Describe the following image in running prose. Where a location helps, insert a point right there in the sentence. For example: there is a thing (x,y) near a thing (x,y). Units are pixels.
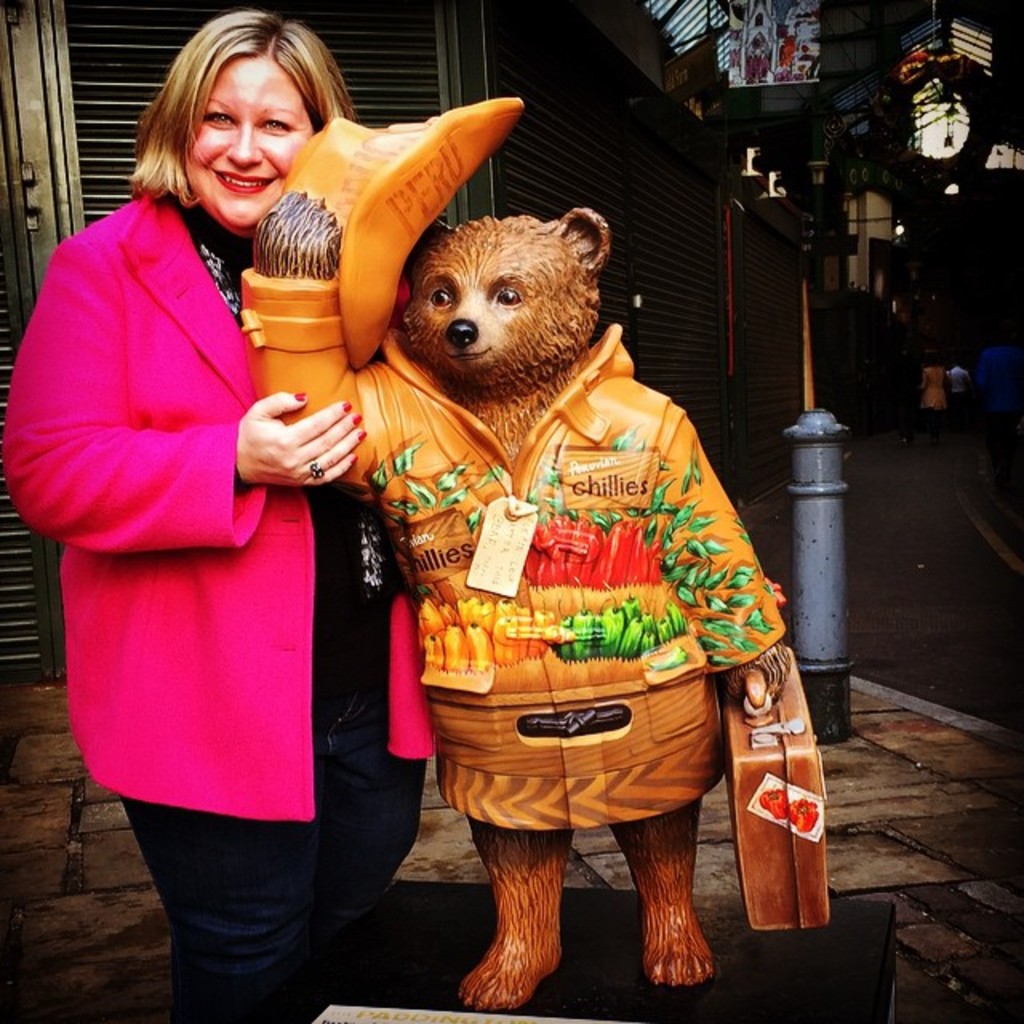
In this image I can see an animal statue (544,624) and the statue (554,303) is in brown color and I can also see the person (130,354) standing and the person (223,282) is wearing pink and black color dress (165,310). In the background (622,220) I can see few rolling shutters (683,306).
